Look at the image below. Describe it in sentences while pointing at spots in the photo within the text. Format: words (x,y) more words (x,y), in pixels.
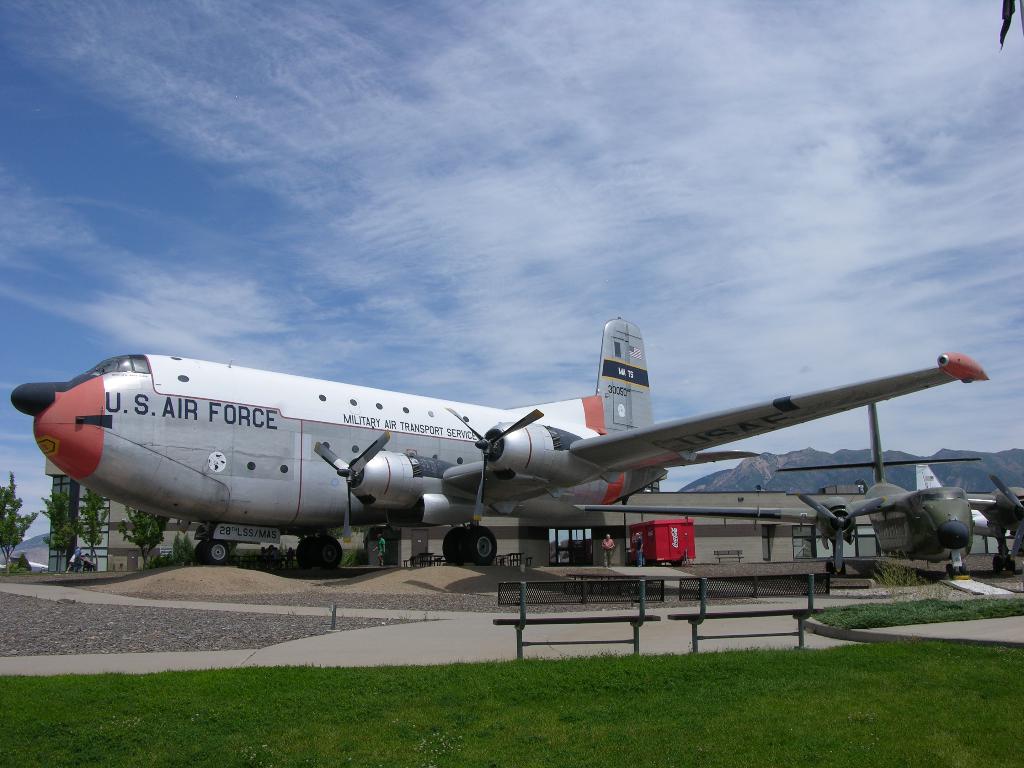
In this picture we can see a plane (437,465), which is on the ground (364,579). Here we can see shed (738,504). On the top (445,128) we can see sky (530,53) and clouds (441,88). On the bottom (514,678) we can see bench (587,642) and grass (525,725).
